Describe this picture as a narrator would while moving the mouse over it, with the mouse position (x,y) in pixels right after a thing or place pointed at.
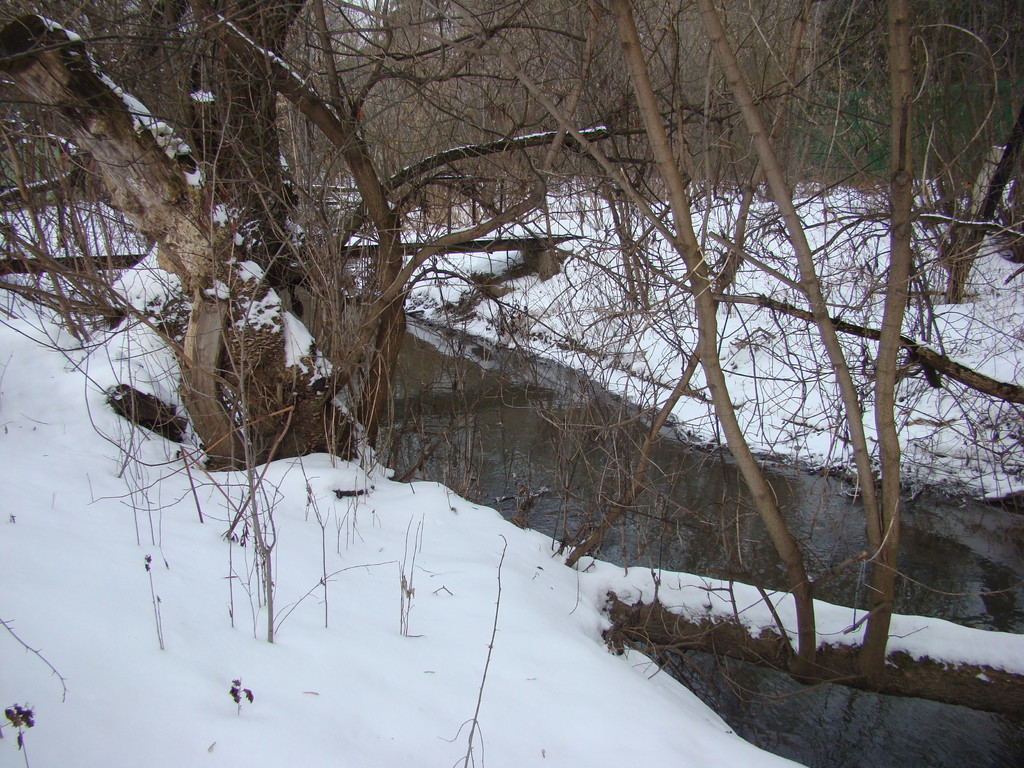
In this image I can see ground (298,475) full of snow (943,658), water (927,537) and number of trees (616,231).
